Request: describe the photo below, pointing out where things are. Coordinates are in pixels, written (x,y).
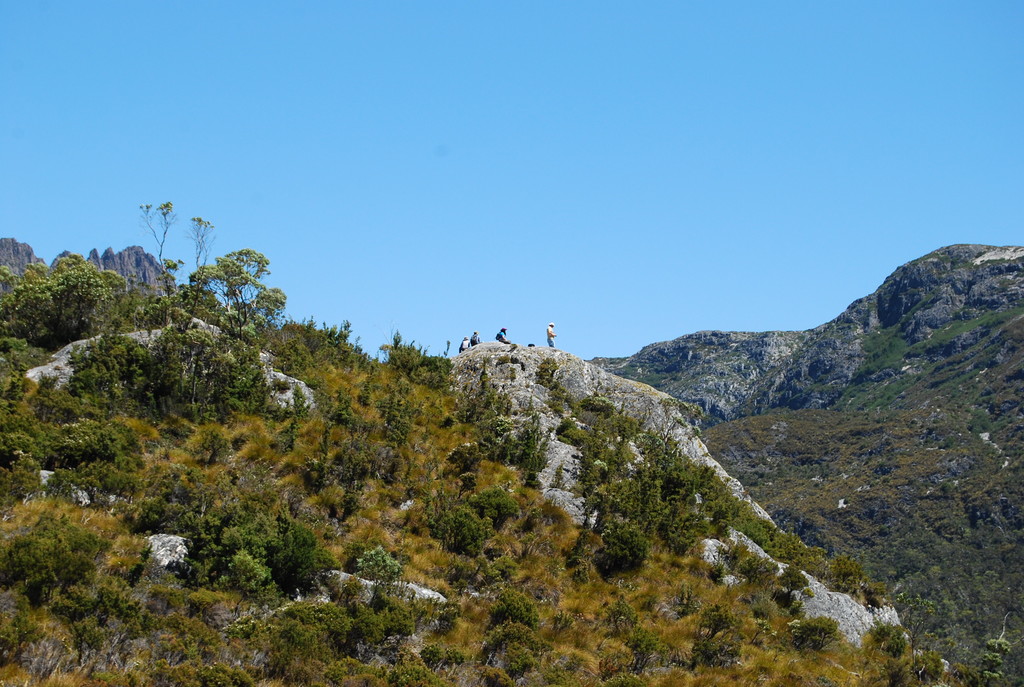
In this image I can see few mountains (926,324), few trees (307,354) and few people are sitting and one is standing. The sky (559,211) is in blue color.
